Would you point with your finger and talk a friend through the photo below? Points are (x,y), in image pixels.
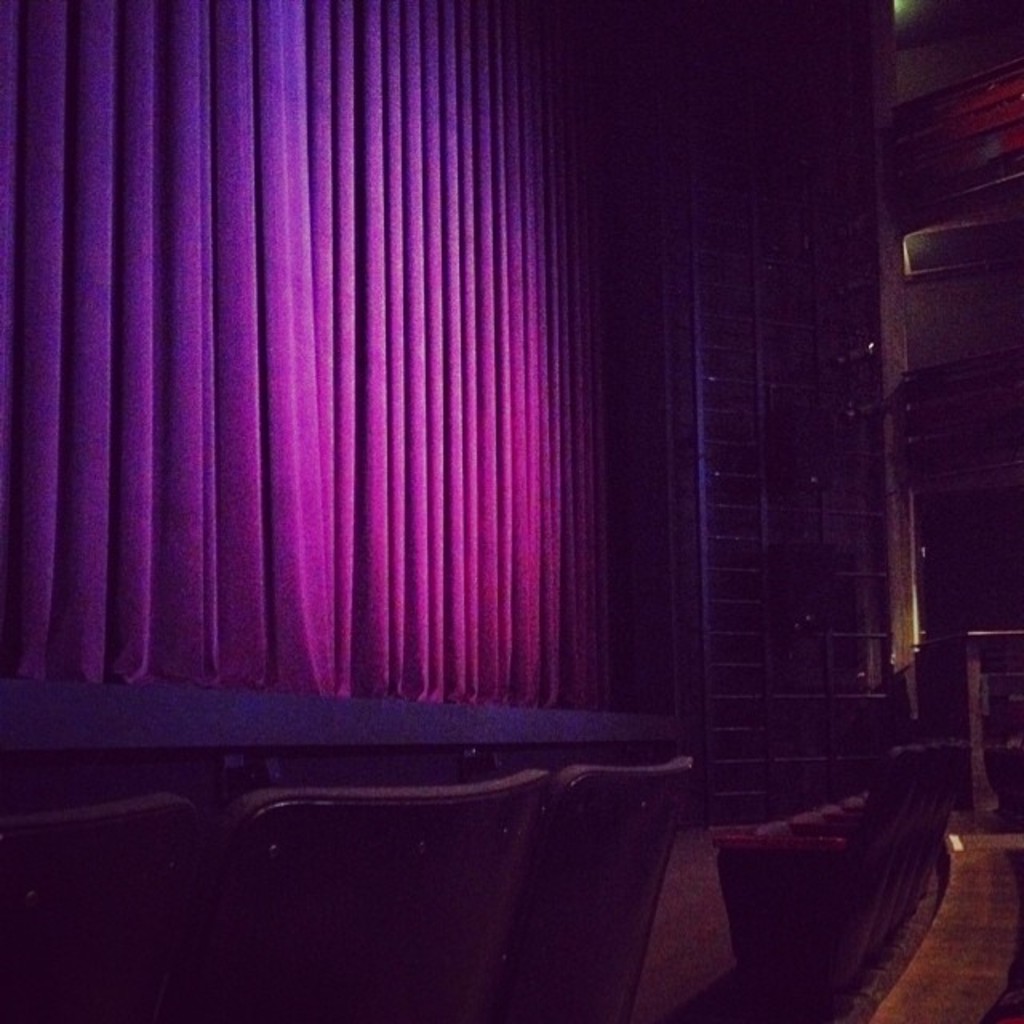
In the foreground of the picture (772,820) there are chairs (534,854). In the center of the picture (521,667) it is stage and there is violet color curtain (264,399). On the right (852,617) there are iron frame (782,410), wall (894,282) and light (895,10).
